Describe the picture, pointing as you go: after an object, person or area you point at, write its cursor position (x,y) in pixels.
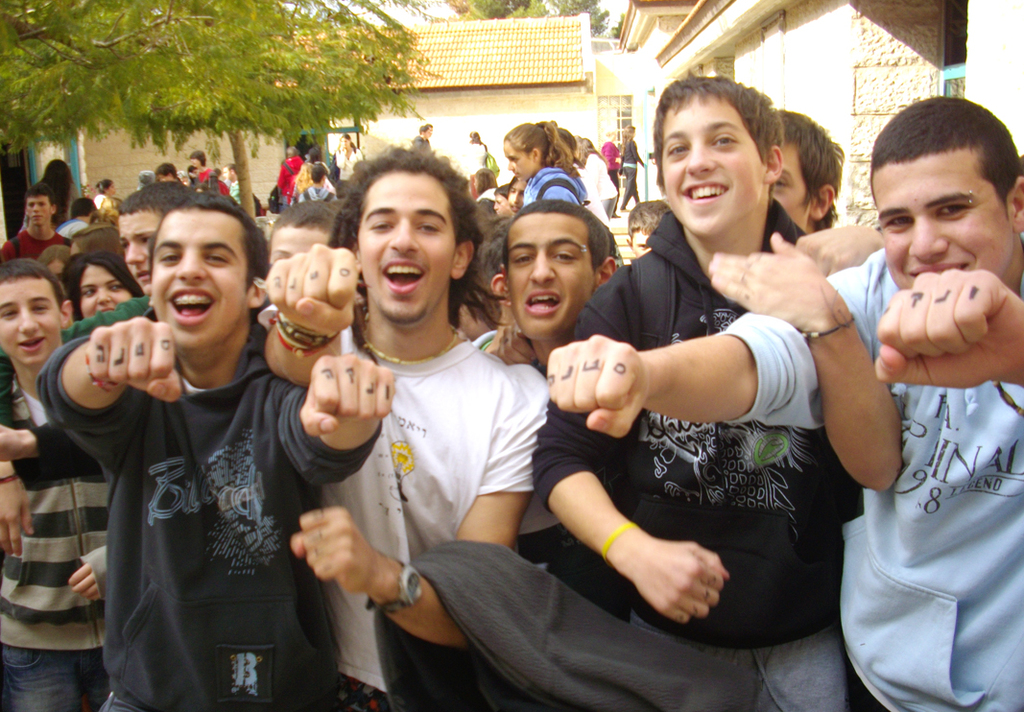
In this image I can see group of people (338,530) standing. Background (490,83) I can see few buildings (529,78), and trees (263,42) in green color.
